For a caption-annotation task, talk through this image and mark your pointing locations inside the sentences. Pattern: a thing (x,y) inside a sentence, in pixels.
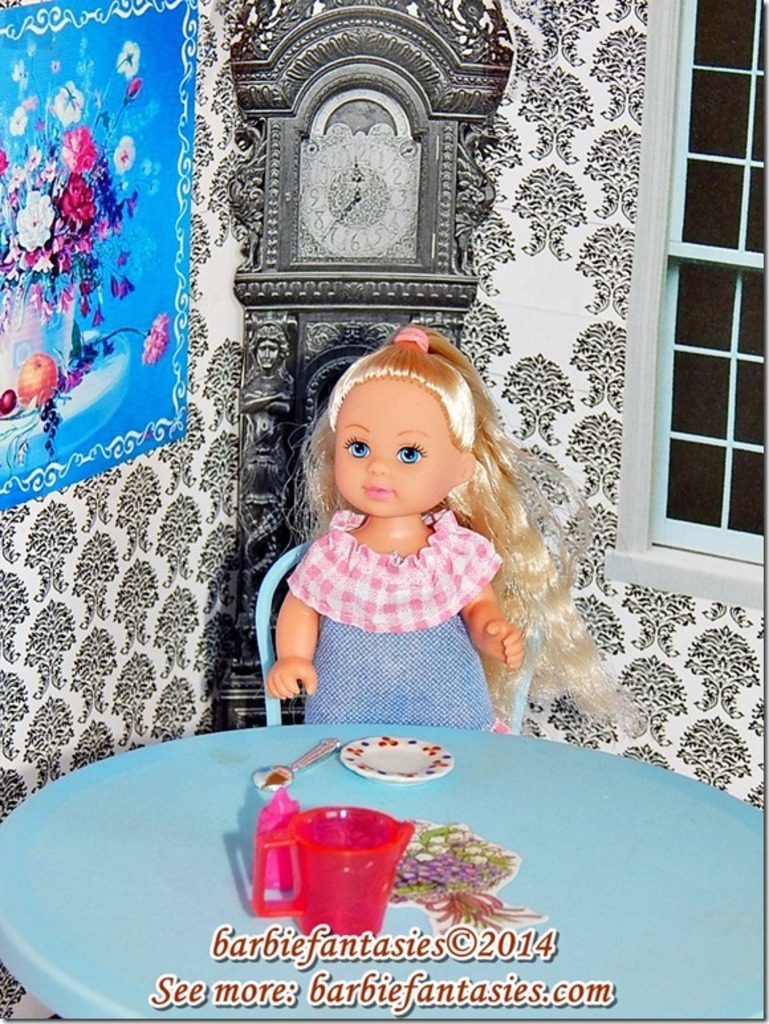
This doll (442,561) is sitting on a chair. In-front of this doll (352,667) there is a table (523,799), on a table (537,868) there is a mug (393,845), plate (382,767) and spoon (301,765). This is a clock (367,163). A flower poster (130,253) on a wall (100,524). This is window (683,411).
